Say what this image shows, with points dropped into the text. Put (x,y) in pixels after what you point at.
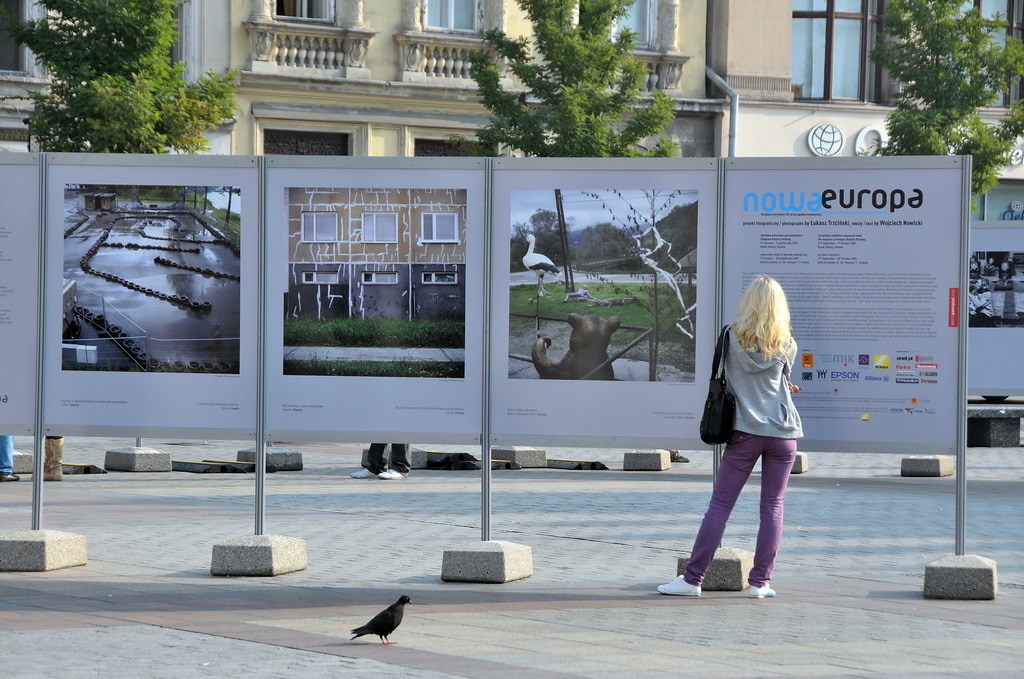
In this image in the center (377,324) there is a woman (749,423) standing holding a black colour purse (718,384) and there are banners (269,314) with some text (812,312) written on it and there are images (351,296) on the banners (431,322). In the background (238,93) there are trees (972,57) and there are buildings (722,54) and there are legs (392,467) of the persons (374,459) visible. In the front (392,622) there is a bird (389,618) on the floor (280,652) which is black in colour.
